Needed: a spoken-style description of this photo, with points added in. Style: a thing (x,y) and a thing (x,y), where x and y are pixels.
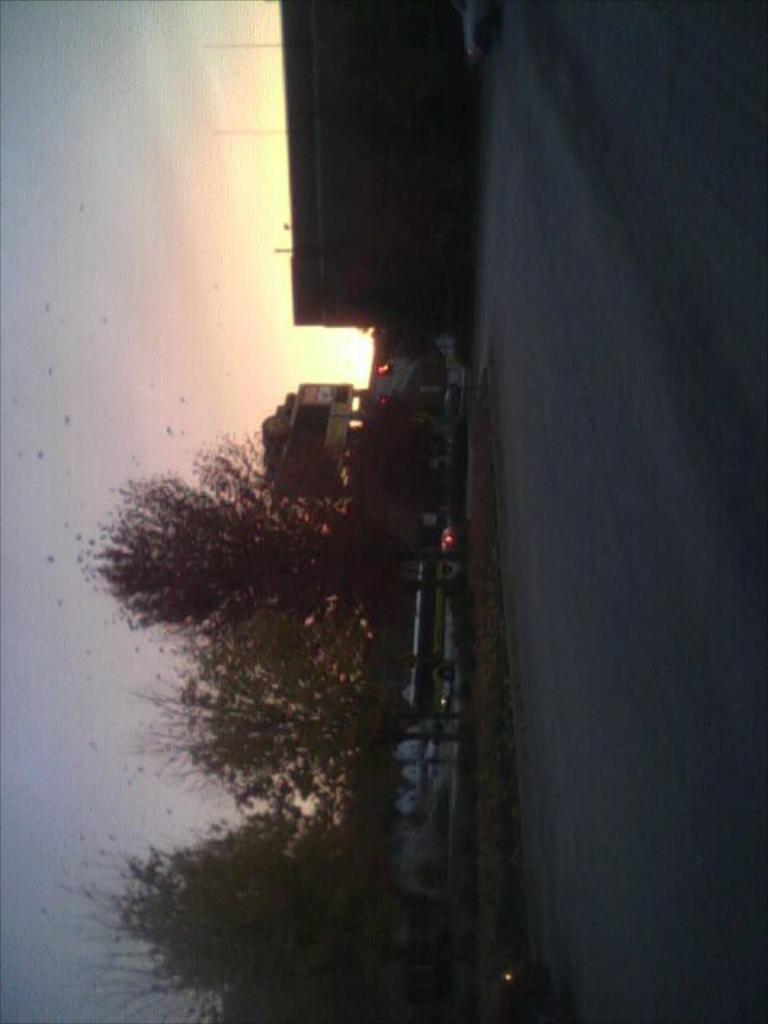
In this picture I can see few trees (383,756) and vehicles (455,671) in the middle (409,649), at the top (388,31) there are buildings (296,471). In the background (174,199) I can see the sky (159,214), on the right side (598,525) there is a road (574,522).
